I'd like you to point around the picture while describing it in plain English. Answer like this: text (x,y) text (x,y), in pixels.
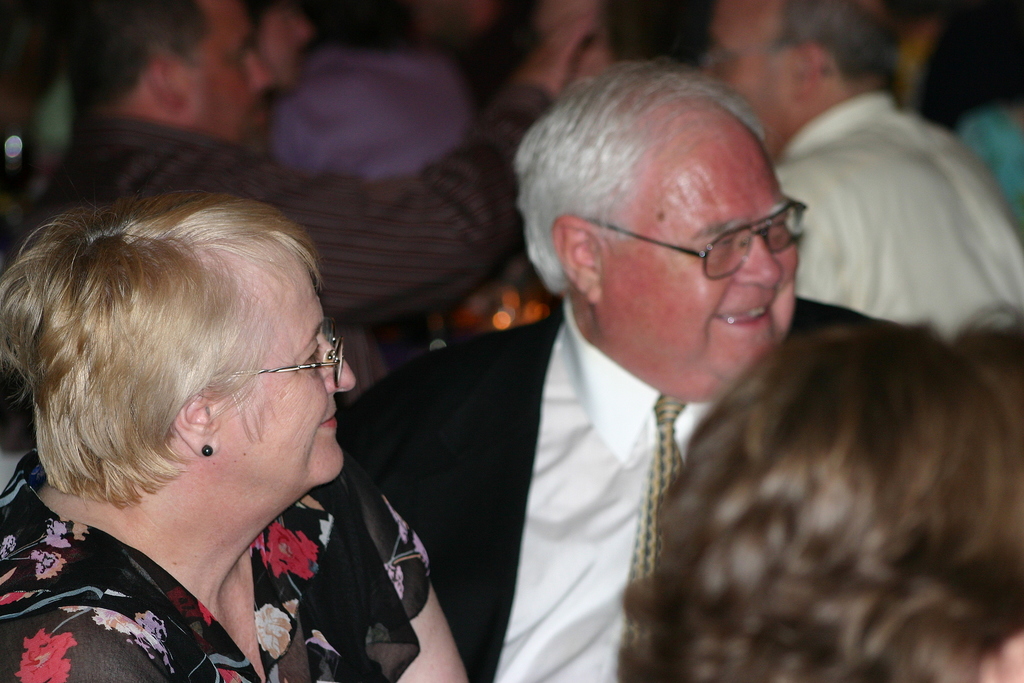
In this image, we can see persons (810,253) wearing clothes (826,314). There are two persons (323,340) wearing spectacles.
